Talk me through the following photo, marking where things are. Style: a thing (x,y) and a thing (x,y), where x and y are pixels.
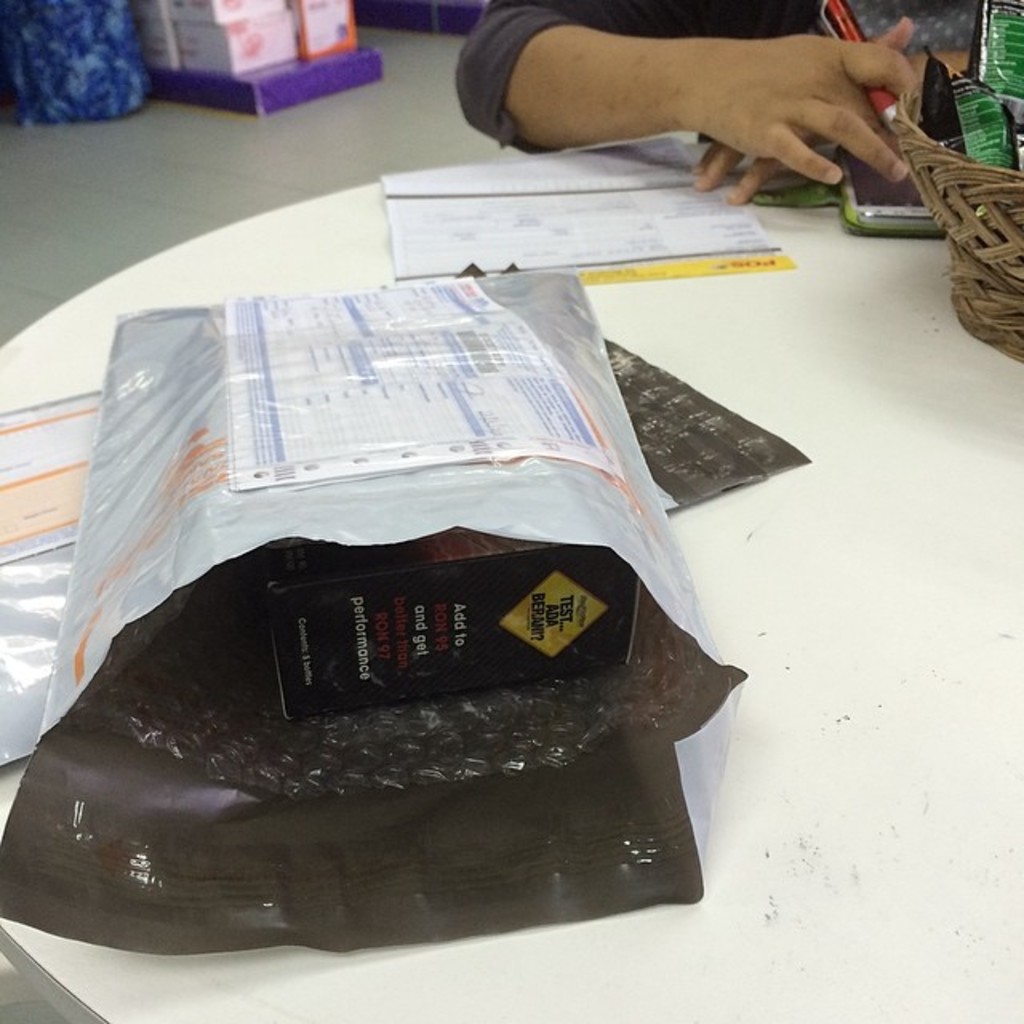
In this image there is a parcel box (460,587) on the table (1009,535), beside that there is a basket (967,197) with some wraps (1022,66) and also there is a man (502,44) sitting in front of the table (970,364) holding pen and operating mobile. Also there are so many boxes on the floor (182,160) behind them.
